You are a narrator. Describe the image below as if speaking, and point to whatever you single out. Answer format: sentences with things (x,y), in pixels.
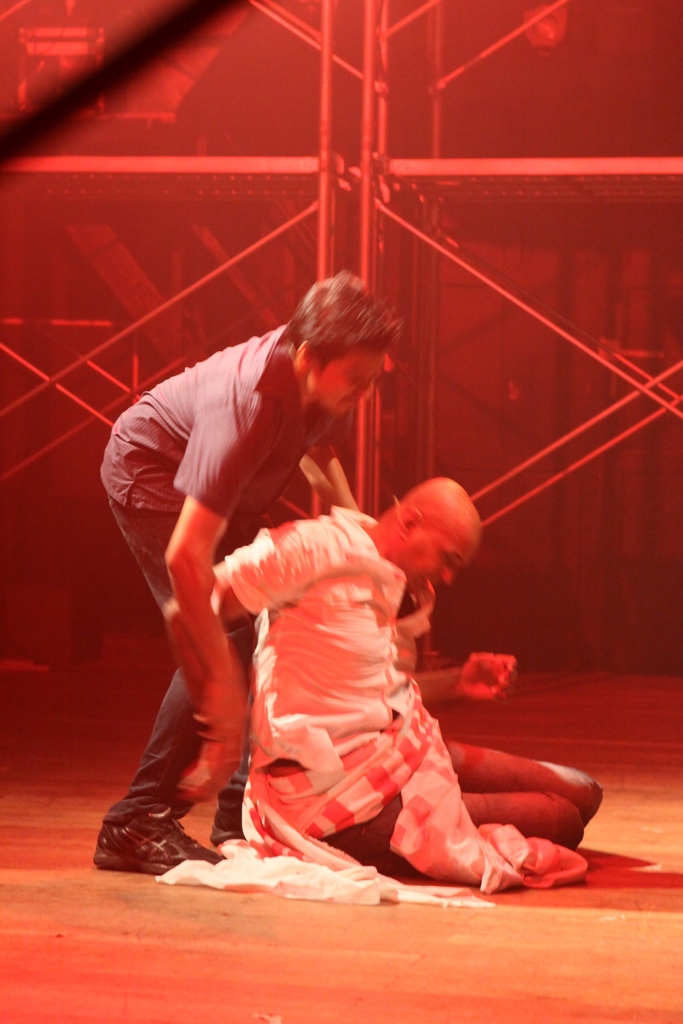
In this image I can see a person (365,667) wearing white colored dress (363,676) is sitting on the floor (642,884) and another person (271,361) standing. I can see the picture (630,277) in red in color and few metal rods (555,479) in the background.
